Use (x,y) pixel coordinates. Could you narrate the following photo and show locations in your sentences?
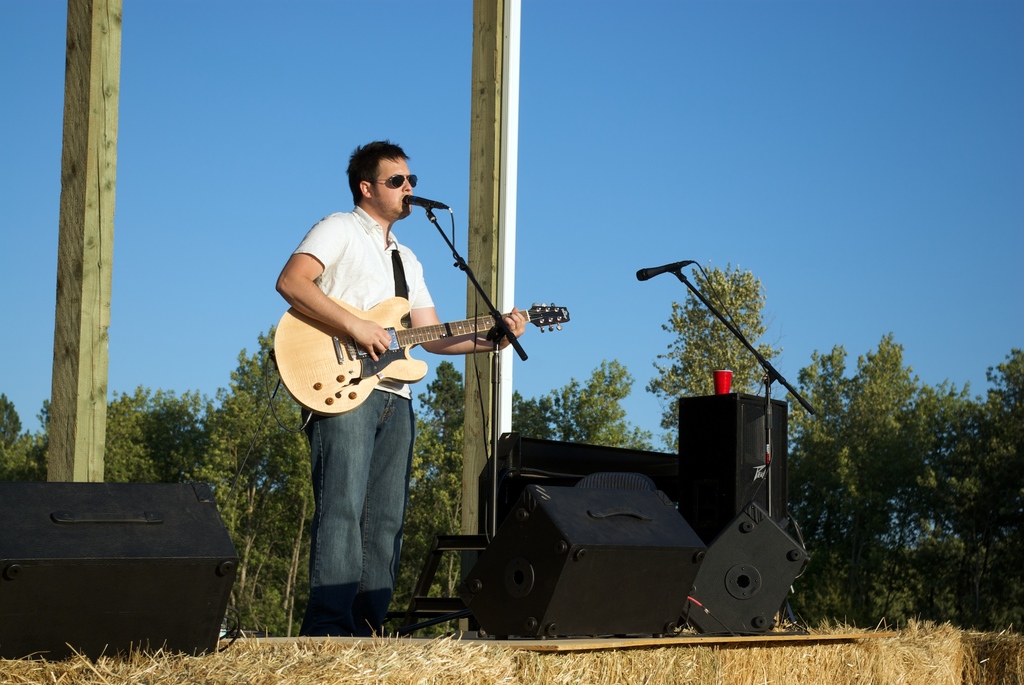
It is an open area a man (349,415) is standing and playing guitar (402,360) he is also singing a song, beside him there are some speakers (740,555), in the background (480,116) there are two wooden poles (82,311) and many trees (701,330) and sky (146,240).
